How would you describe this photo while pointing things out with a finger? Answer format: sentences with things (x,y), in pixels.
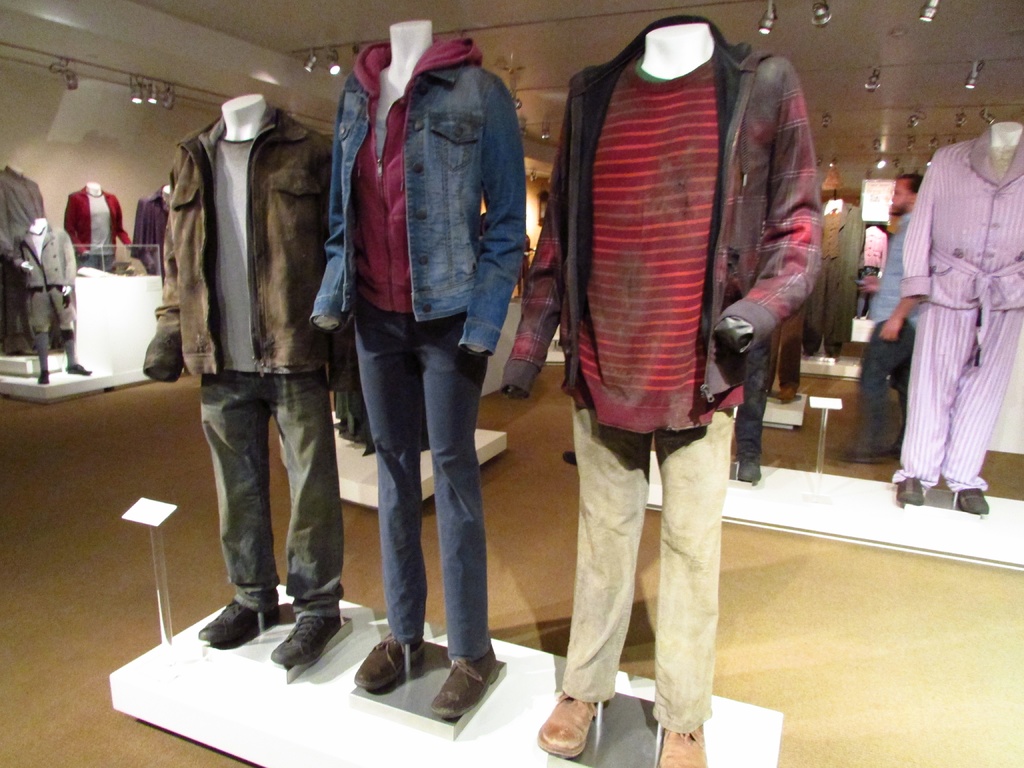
In this image we can see mannequins (292,230) with dresses (755,264) on the stand (345,638). On the ceiling (882,61) there are lights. In the back (883,317) there is a person (883,388).
